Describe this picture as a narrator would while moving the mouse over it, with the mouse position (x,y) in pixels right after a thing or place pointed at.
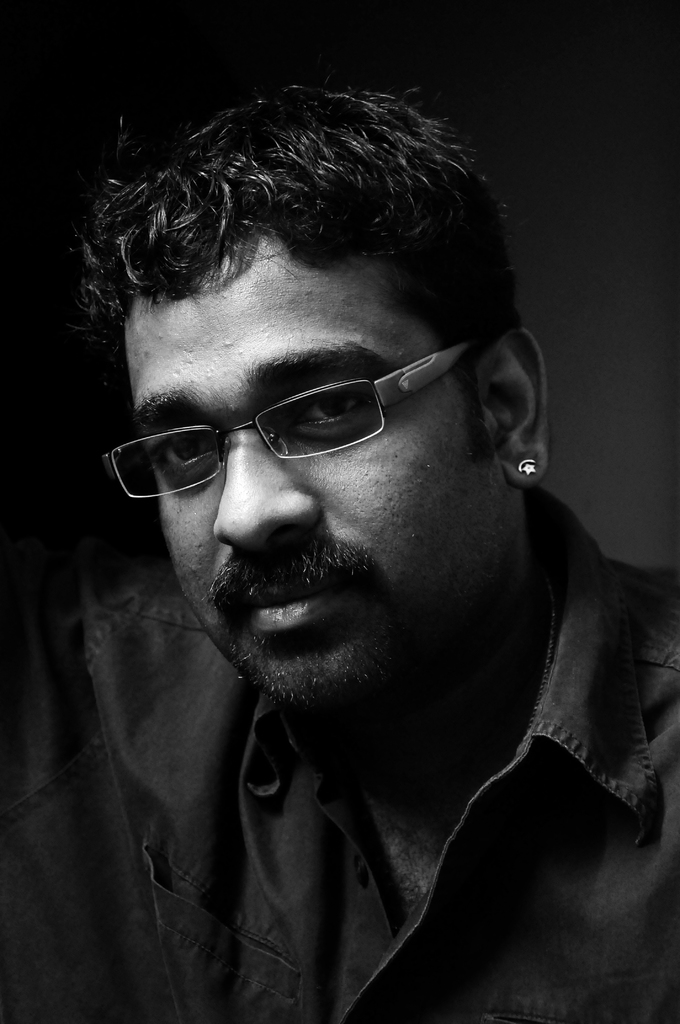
This picture shows a man (319,182). He wore spectacles (141,445) on his face (246,517) and a stud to the ear (528,455) and a black background (75,435).
